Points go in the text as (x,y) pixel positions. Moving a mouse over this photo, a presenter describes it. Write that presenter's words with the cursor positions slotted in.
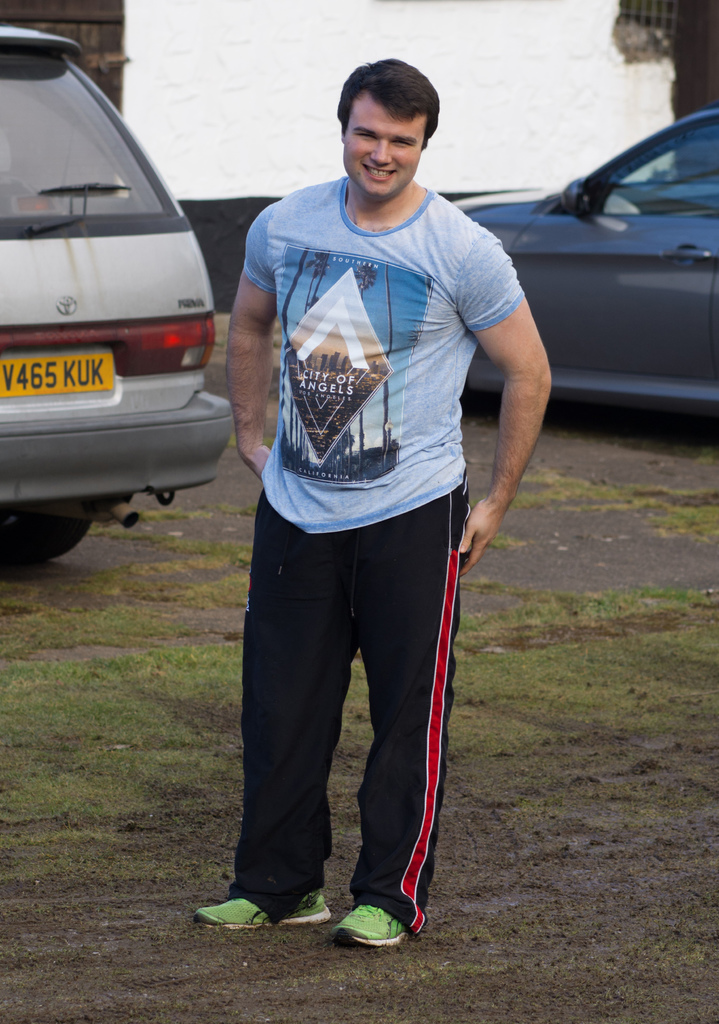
A person (247,430) is standing wearing a t shirt (315,465) and black pants (371,641). In the background (601,240) there are vehicles (604,274). Also there is a white color wall (286,80). On the ground (354,664) there are grasses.
